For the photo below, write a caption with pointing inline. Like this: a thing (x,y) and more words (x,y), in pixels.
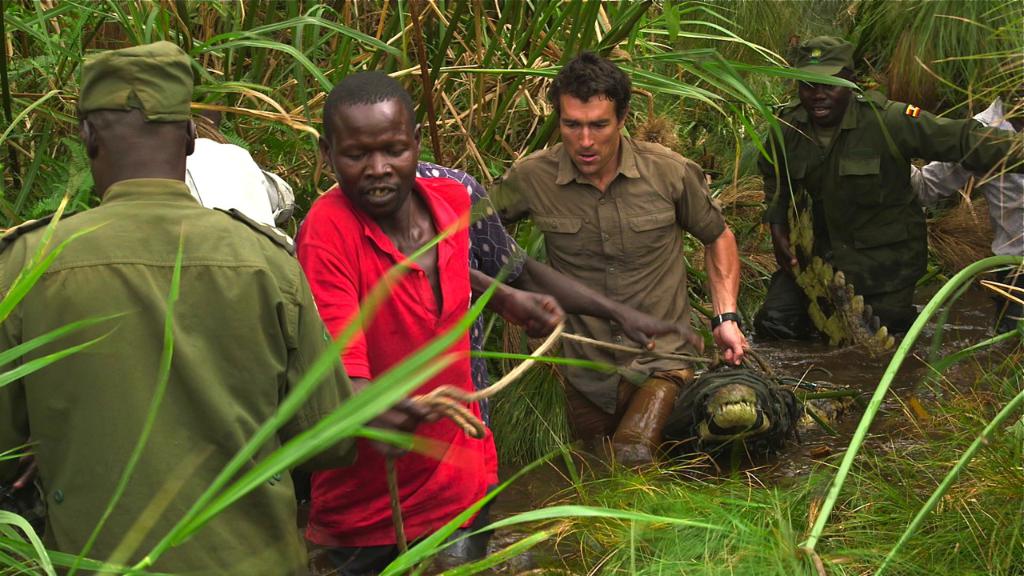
In this image we can see some water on the ground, some people (119,309) walking in the water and holding objects (703,390). There is one object (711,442) looks like a pole (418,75), some trees (279,89), plants (74,101) and grass (451,124) on the ground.
